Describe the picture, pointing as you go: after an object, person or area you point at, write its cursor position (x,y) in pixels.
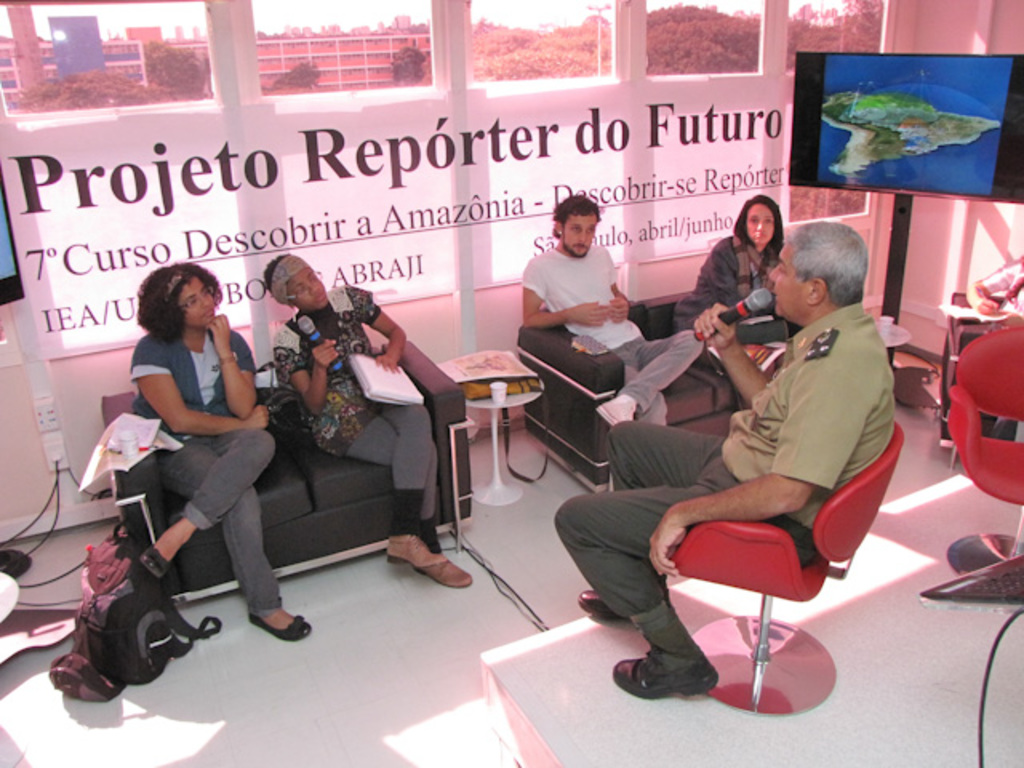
In this image I can see some people (671,436) are sitting on the chairs (692,535). On the right side (878,184), I can see a something projected on the screen (902,166). In the background (509,202), I can see a board (369,219) with some text (209,251) written on it. I can also see the trees (201,76) and the buildings (258,58).
